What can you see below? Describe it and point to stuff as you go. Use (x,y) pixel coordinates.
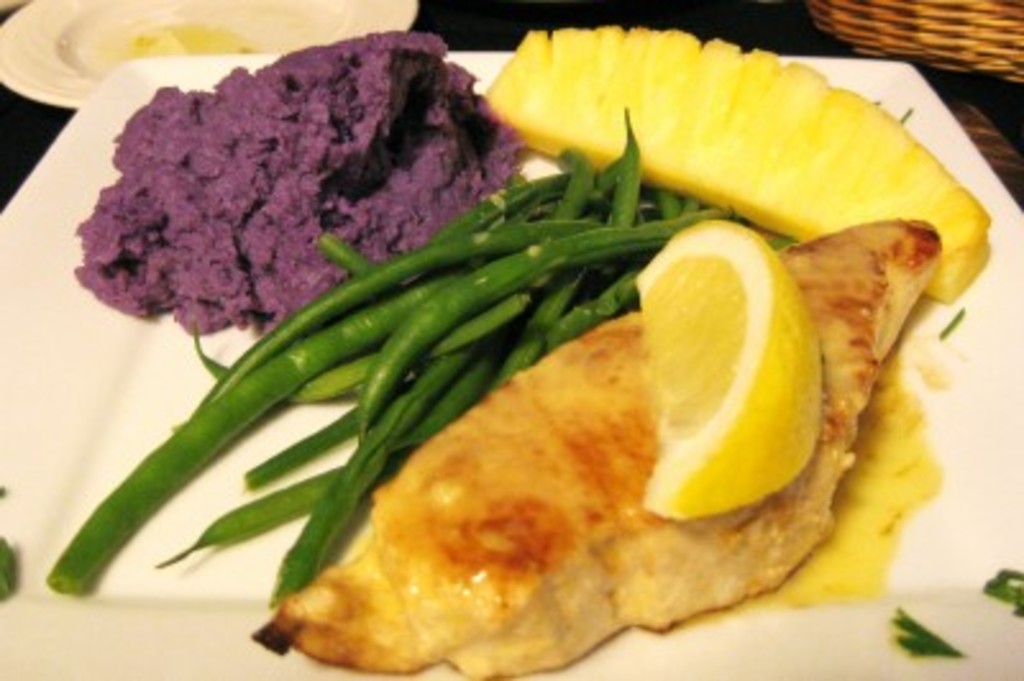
In this image I can see the plate (158,374) with food (494,214). I can see the plate (717,653) is in white color and the food (570,306) is colorful. To the side I can see an another plate (211,14) and the brown color object (888,46). These are on the black and brown color surface (1015,126).
